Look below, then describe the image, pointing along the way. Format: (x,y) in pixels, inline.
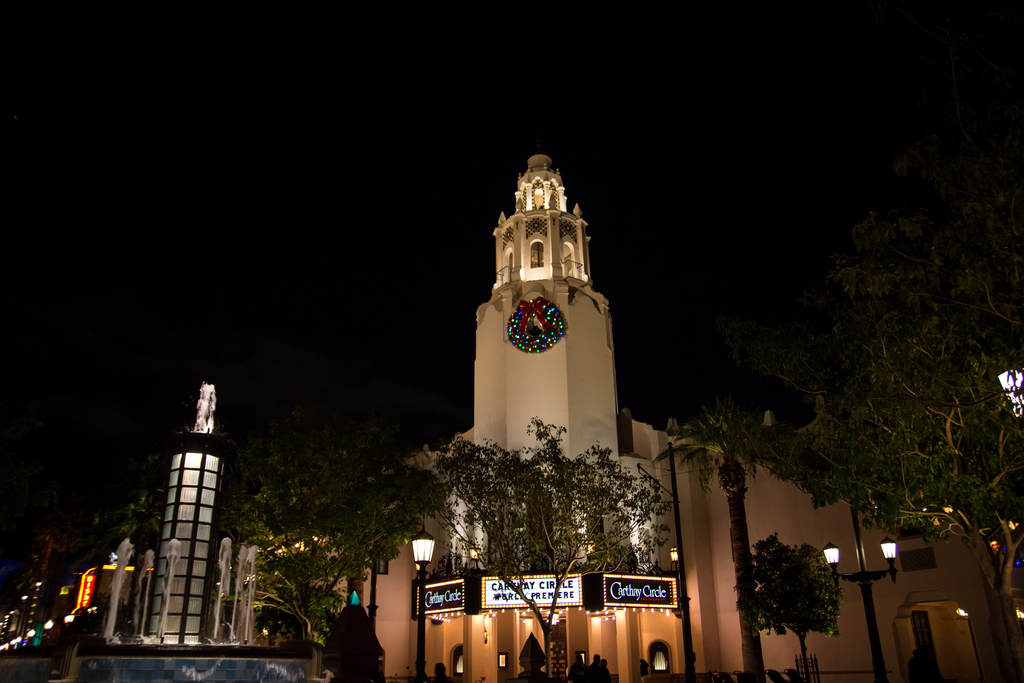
In this image, we can see some trees (809,473) and poles (865,595) in front of the building (604,382) which is on the dark background (580,361). There is a fountain (211,549) in the bottom left of the image (163,600).
